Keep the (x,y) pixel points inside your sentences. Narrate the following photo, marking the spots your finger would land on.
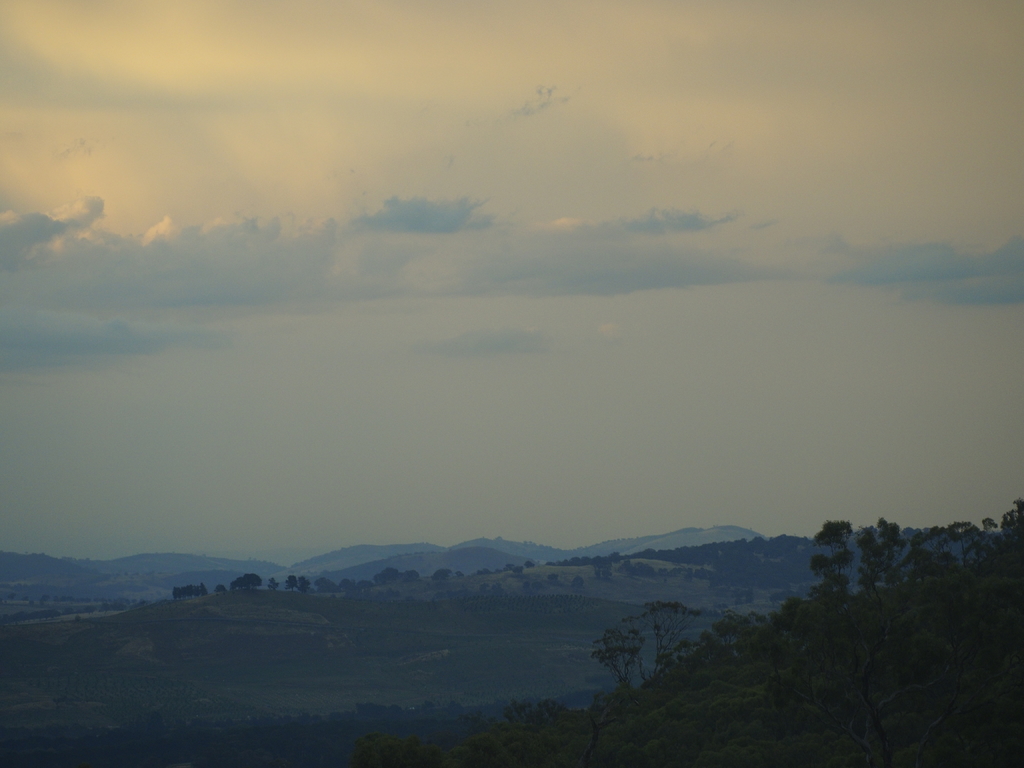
In this image there is full of greenery (291,661). There are trees (832,642). There is grass (300,672). There are mountains (45,566). There are clouds (462,352) in the sky (467,458).
